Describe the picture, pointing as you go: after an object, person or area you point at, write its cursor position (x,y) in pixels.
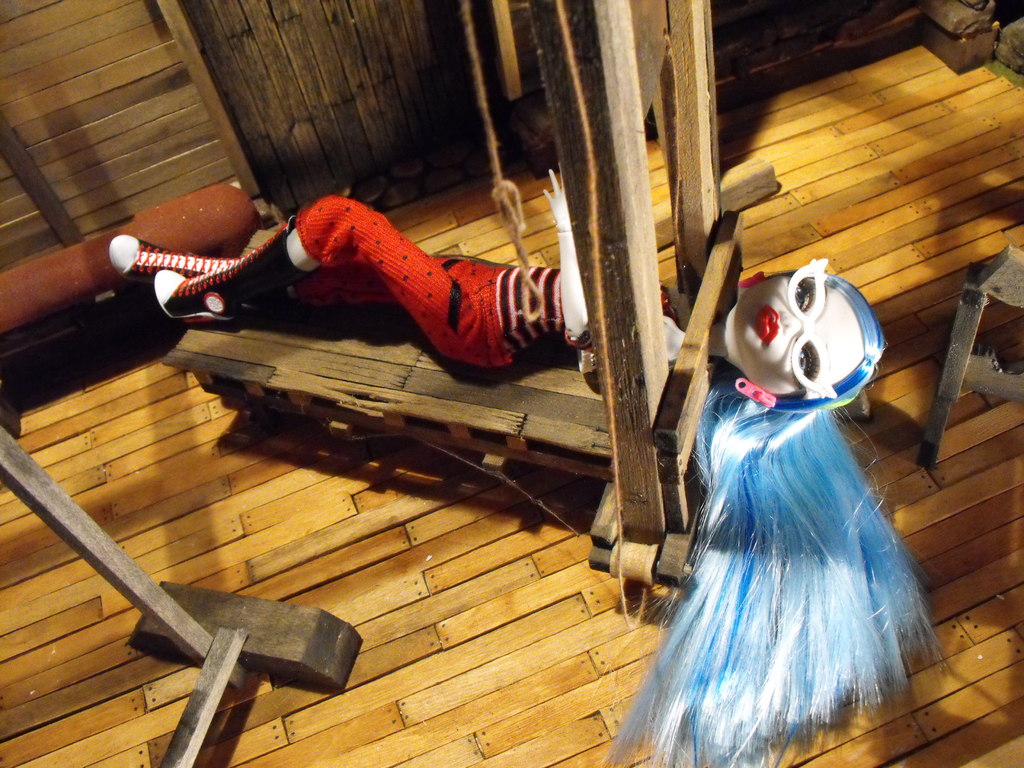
In this picture there is a toy of a lady (508,280) which has a wooden object (703,305) placed on its neck (716,334) and there are few wooden objects (81,540) in the left corner (151,591) and there are some other objects (259,45) in the background (277,34).
